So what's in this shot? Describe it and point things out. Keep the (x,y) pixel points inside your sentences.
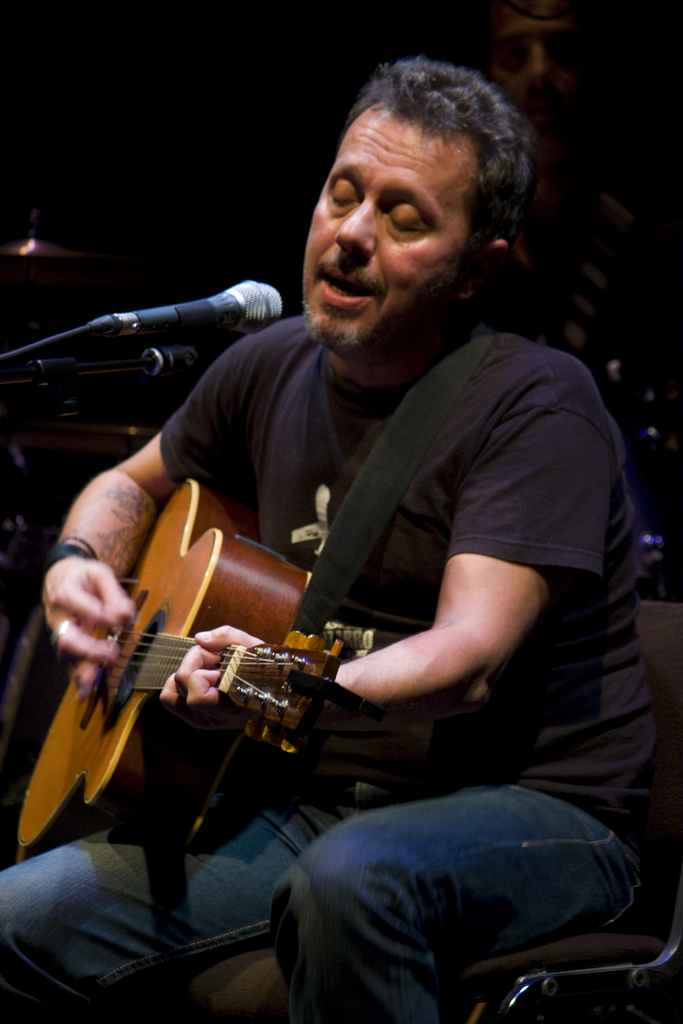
a person (483,928) is sitting on a chair (568,933) and playing brown guitar (178,584). he is wearing a black t shirt (557,611) and a jeans (409,853). he is singing in front of a microphone (222,319). behind him there is another person (596,226). at the back (201,146) there is black background (186,125).
